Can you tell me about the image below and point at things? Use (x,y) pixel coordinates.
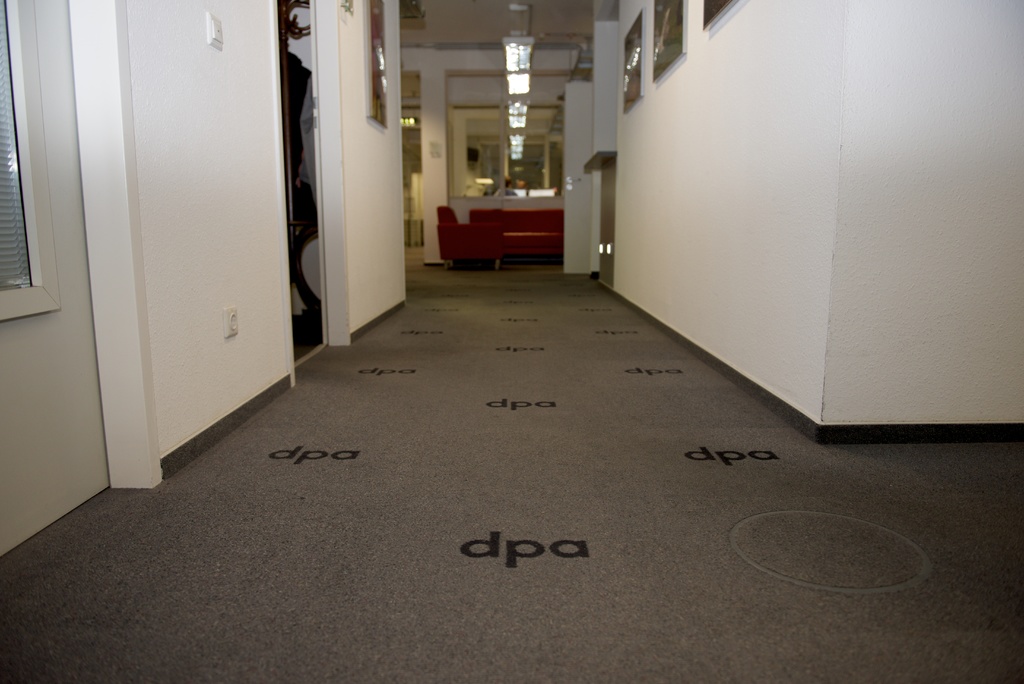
In this image we can see a wall (714,197) with photo frames (672,60) on the right side (798,132). On the left side (195,126) there is a wall (161,86) with switch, door (328,135) and a photo frame (379,88). In the background (473,223) there is sofa (479,229). And it is looking blur in the background (538,149).
